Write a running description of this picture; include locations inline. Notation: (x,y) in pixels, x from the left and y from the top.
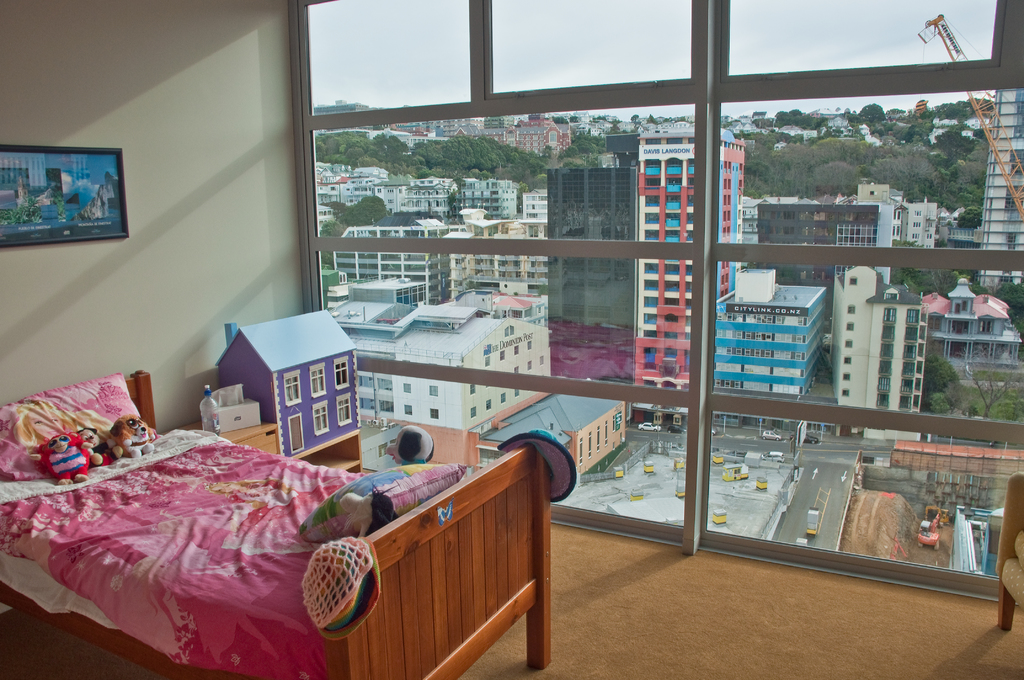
This is the picture inside of the room (650,539). There is a bed (539,469) in the room (539,469), at the back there is a table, there are toys (371,515) on the bed (280,493), at the back (14,226) there is a frame (26,242) on the wall (153,289) and at the right (1007,582) there is a chair (1007,582). At the back (894,113) there are buildings (523,270), trees (523,167), vehicles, crane (1018,202) outside of the window (623,311). At the top (555,62) there is a sky (763,63).
